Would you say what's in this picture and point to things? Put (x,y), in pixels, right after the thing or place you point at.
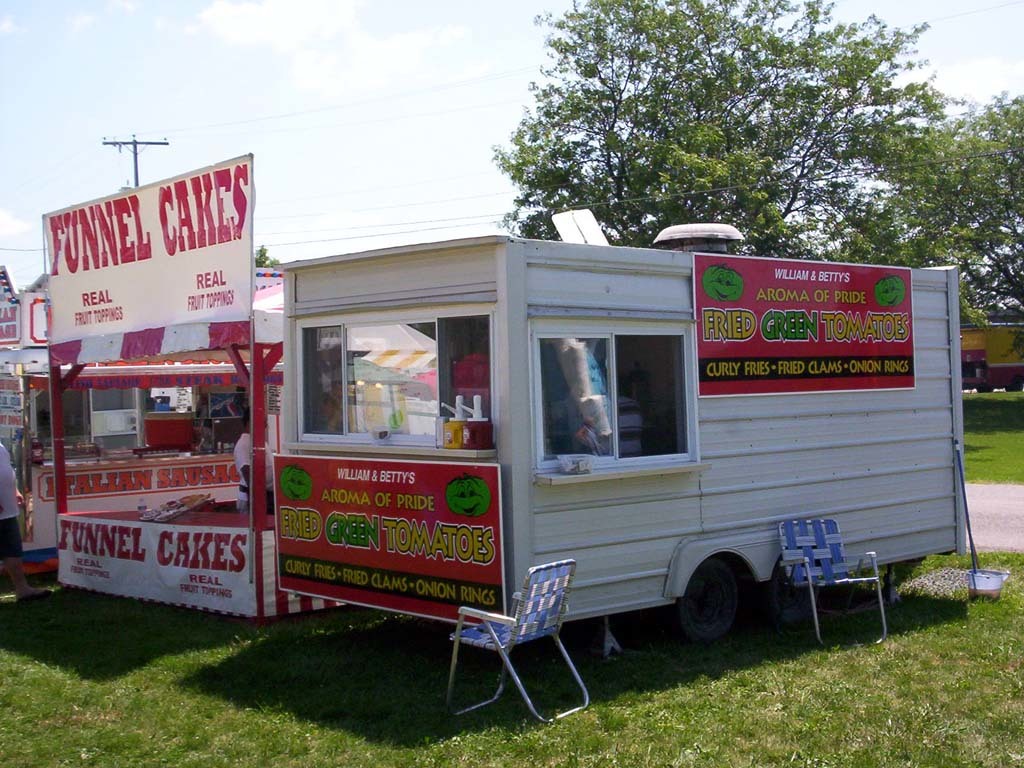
In this picture we can see the stalls (568,484) and chairs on the green grass (118,630) surrounded by trees (913,220). The sky (142,78) is bright.
